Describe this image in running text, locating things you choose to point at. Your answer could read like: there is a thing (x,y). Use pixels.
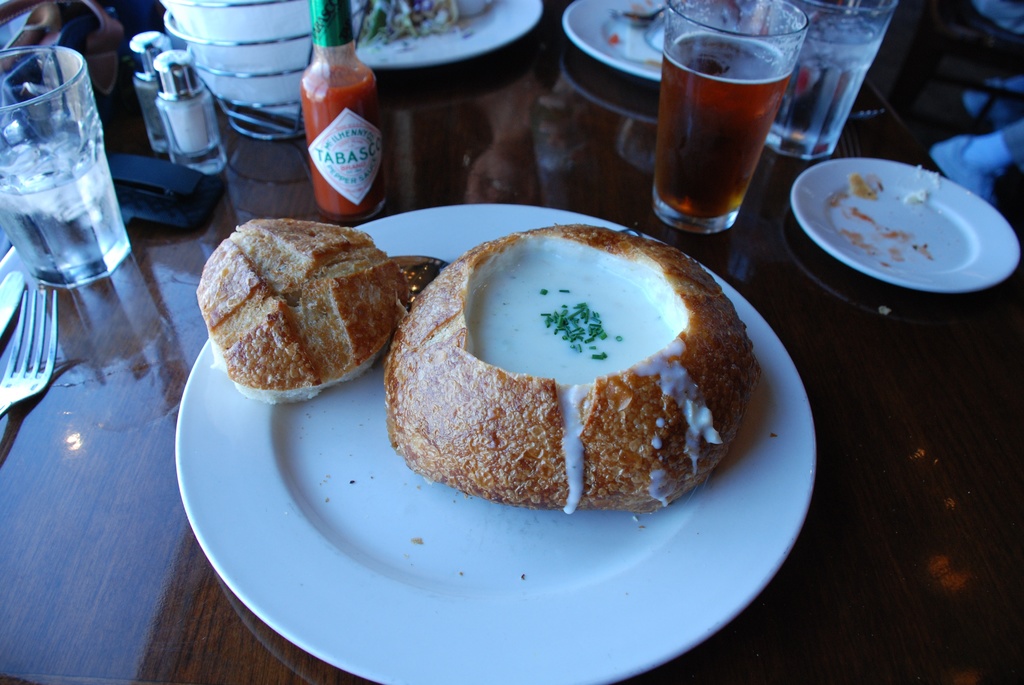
In the image we can see the wooden surface (81,461), on it we can see white plates (465,551), in the white plates (568,521) we can see food items (465,345). Here we can see fork (23,396), glasses (64,116), bottles (342,118) and other things (167,128).
